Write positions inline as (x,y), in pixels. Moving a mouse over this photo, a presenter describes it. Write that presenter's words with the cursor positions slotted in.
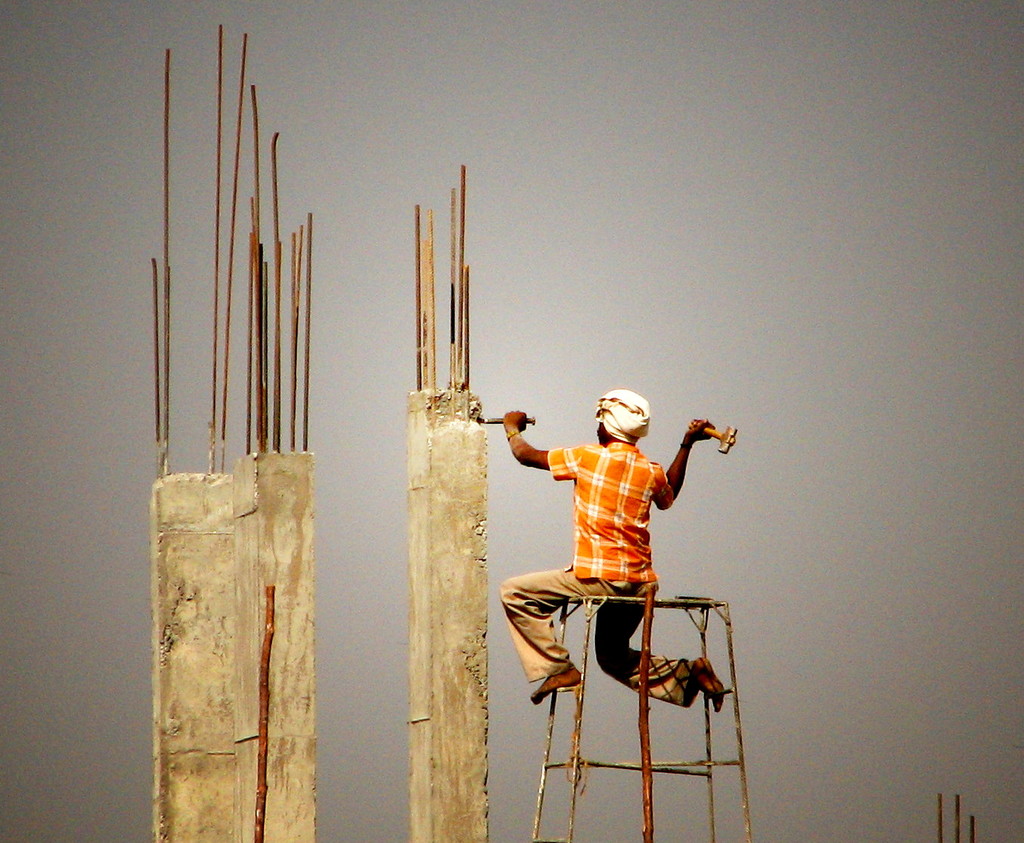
In this image we can see a person (582,473) sitting on the metal stool (592,764) and holding the objects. We can also see three concrete pillars (240,774) with the iron (266,428) and the background of the image (694,407) is in plain color.
